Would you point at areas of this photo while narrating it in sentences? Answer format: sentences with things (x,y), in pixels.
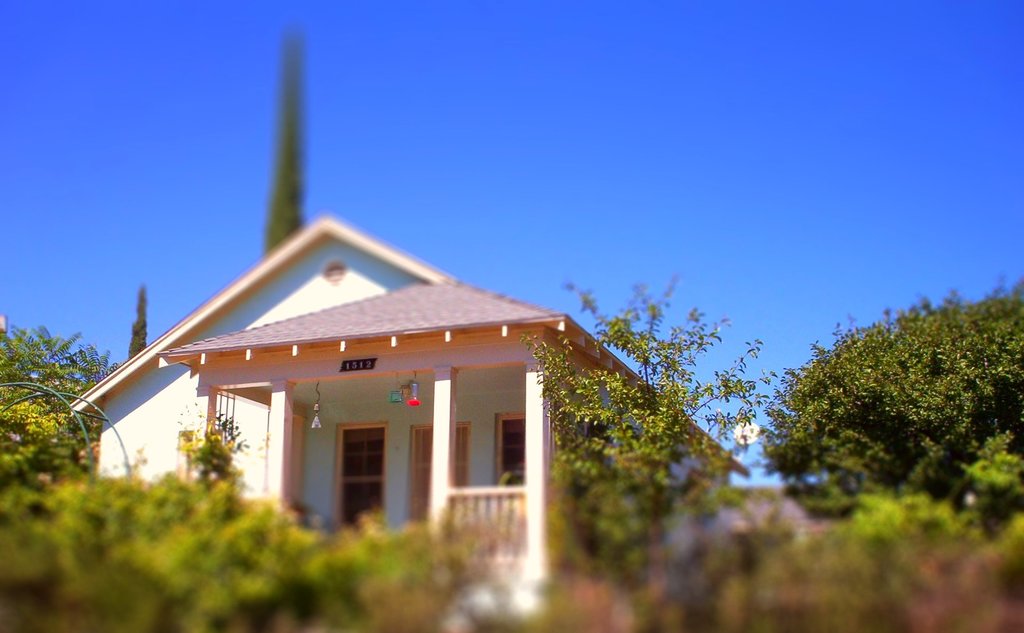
In the picture I can see a house (398,348) on the left side (253,422). There are trees (34,346) on the left side (97,344) and the right side (957,361) as well. In the foreground of the picture (660,530) I can see the plants (571,600). I can see a metal block (97,411) on the left side (79,430). The sky (621,131) is clear blue.
